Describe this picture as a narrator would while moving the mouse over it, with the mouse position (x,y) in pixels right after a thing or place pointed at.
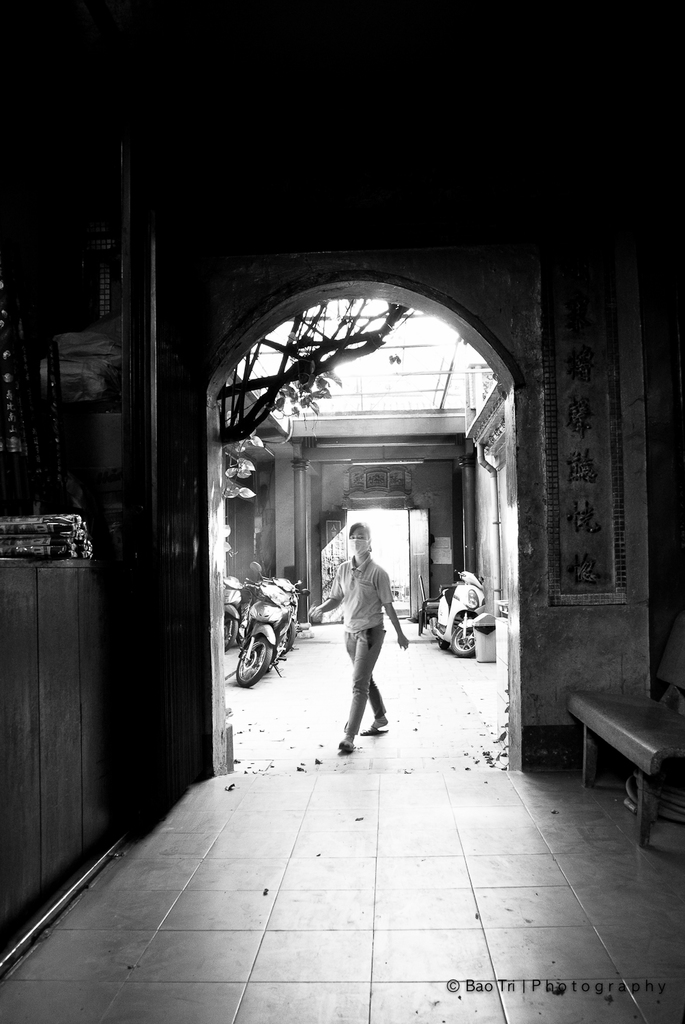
In this picture there is a bench (587,756) on the right side of the image (587,756) and there is a desk (72,588) on the left side of the image (102,571), on which there are boxes (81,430) and polythene bags (56,542), there is a door (331,553) in the center of the image (270,398), there are bikes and trees (322,396) outside the door (341,540) and there is a lady (359,537) in the center of the image (368,560), in front of a door (391,528).
